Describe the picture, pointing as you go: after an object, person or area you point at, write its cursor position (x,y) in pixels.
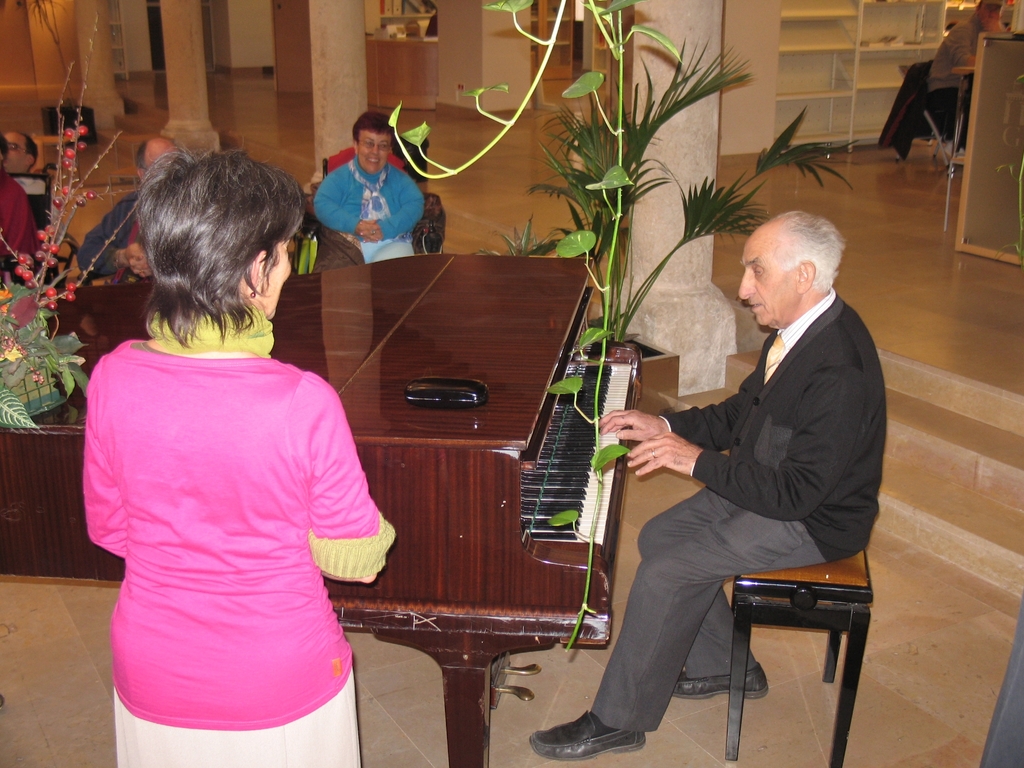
In this picture there is a man (709,611) sitting on the chair (771,591) and playing the piano (567,484), there are some plants (600,382).
